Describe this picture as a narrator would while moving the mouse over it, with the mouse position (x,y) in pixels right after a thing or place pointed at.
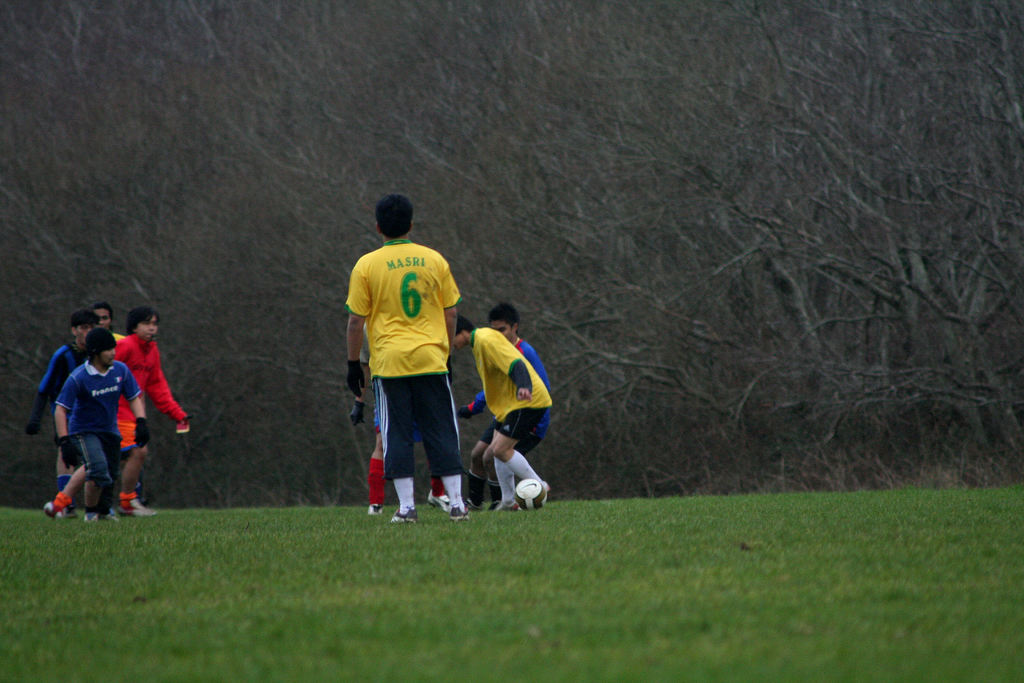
In this image I can see group of people (470,493) playing game. In front (454,298) the person (437,288) is wearing yellow shirt (423,290) and black color short (423,385) and I can also see a ball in white and black color. Background (835,335) I can see few dried trees (837,302).
